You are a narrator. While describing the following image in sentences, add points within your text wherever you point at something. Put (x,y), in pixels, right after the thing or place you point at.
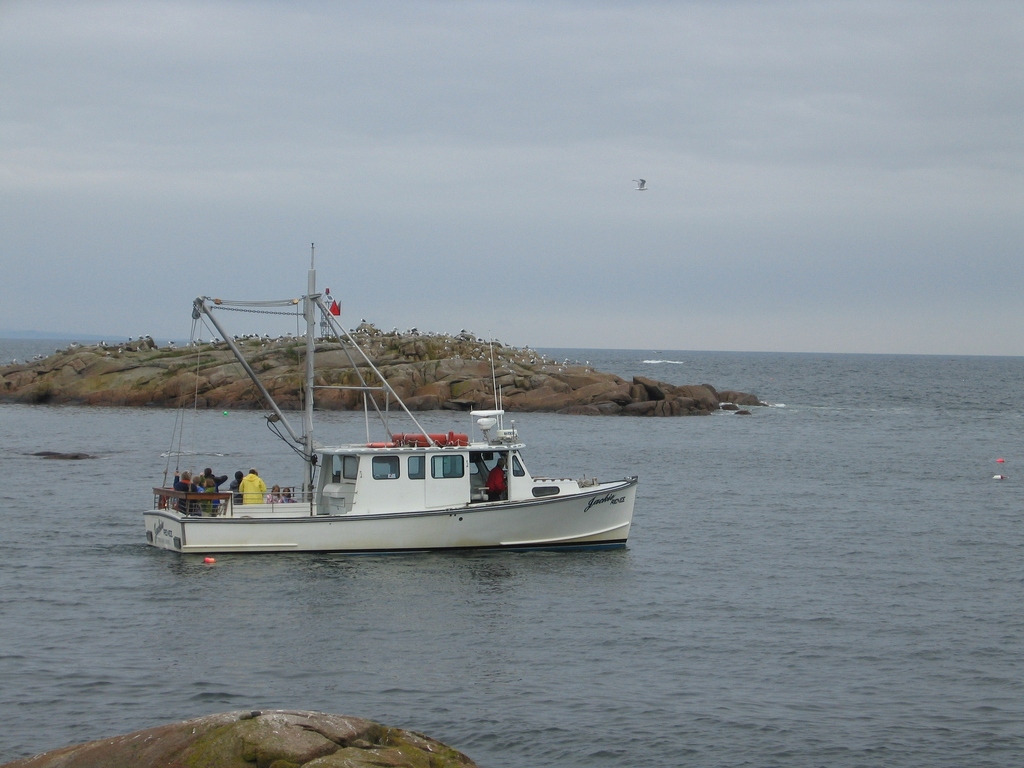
In this image we can see a few people (257,494) sailing on the ship (398,489), which is on the water (449,427), there are some birds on the rock (246,391), also we can see a bird (646,188) flying in the sky (643,130), and at the bottom of the image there is a rock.
